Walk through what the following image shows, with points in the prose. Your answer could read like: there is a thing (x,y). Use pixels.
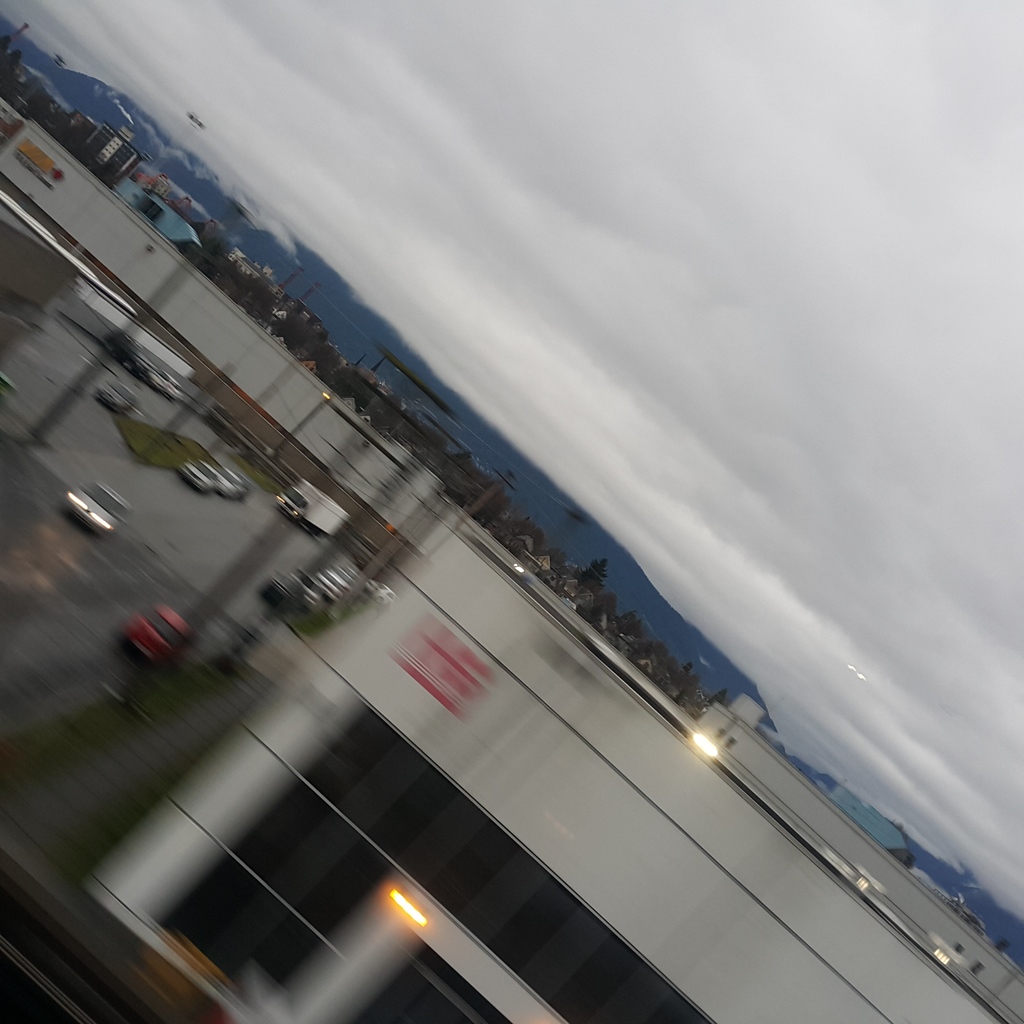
This is a slightly blur picture. I can see vehicles (137,375) on the road (129,515), there are buildings (454,575), there are poles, lights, there are trees (716,693), there are hills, and in the background (735,357) there is the sky (832,336).
